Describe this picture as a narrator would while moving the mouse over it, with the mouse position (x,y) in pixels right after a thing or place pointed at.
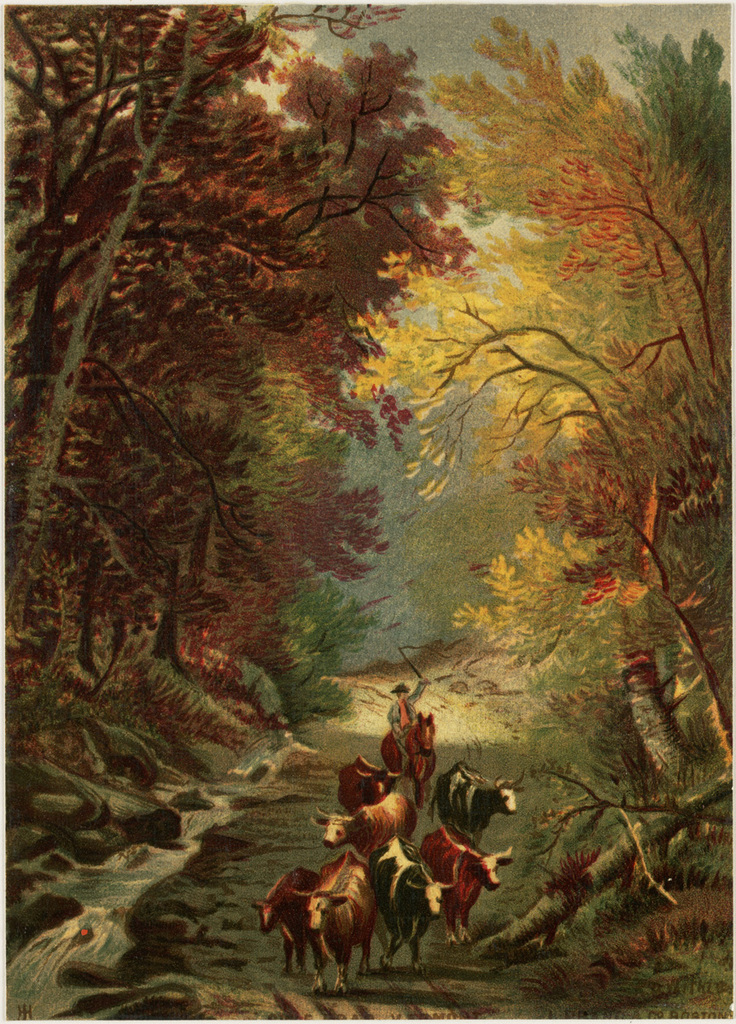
In the image we can see a painting (330,500) of animals (383,818) and a person (400,704) wearing clothes (413,704) and a cap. In the painting (388,701) there are many trees (368,347), grass (173,715), water (76,885) and a sky (409,34).
